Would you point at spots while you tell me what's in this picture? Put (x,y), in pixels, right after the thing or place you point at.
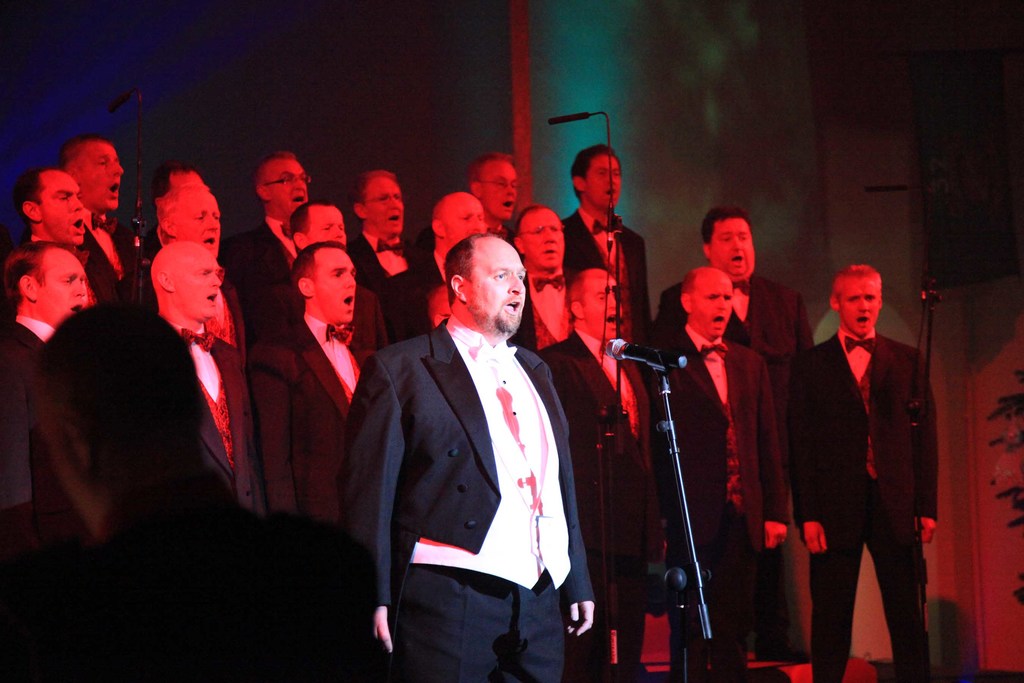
In this image we can see a few people (239,429) singing, in front of them, we can see some stands (614,606) and mics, in the background (657,87) it looks like the wall (703,126).
